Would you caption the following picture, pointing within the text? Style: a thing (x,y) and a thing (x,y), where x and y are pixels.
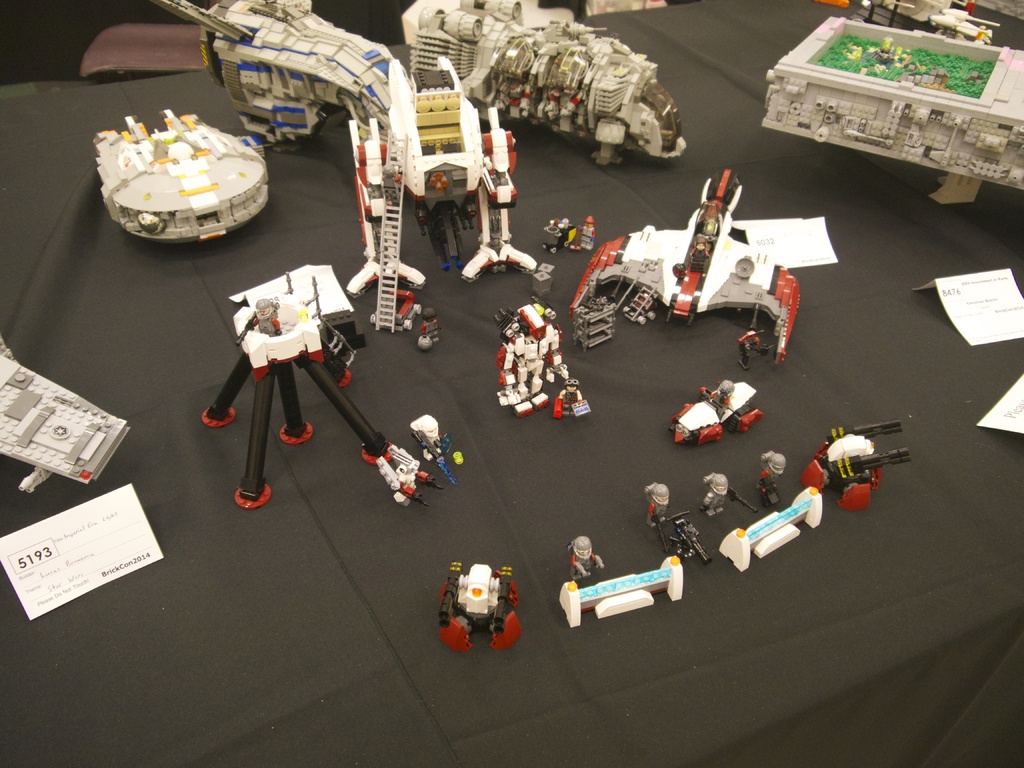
In this image there is a table (206,321) on the bottom of this image (352,596) and there are some objects (791,122) kept on to this table (317,211) as we can see in middle of this image (651,266) and there are some white color papers (119,533) are on the right side of this image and the left side of this image (96,545) as well.
